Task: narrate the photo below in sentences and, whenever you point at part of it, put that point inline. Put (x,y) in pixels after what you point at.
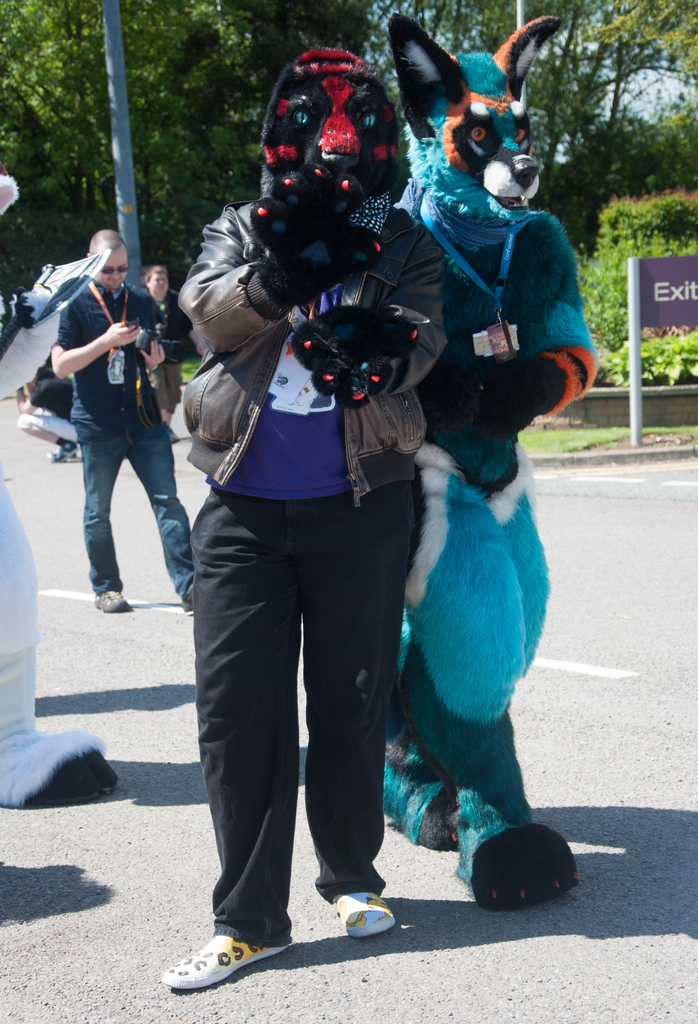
In this picture we can see two men (309,363) wearing fox costume (471,325) and walking on the road (375,937). Behind there is a man (136,419) standing and looking into the mobile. In the background (151,201) we can see some trees (655,40).
